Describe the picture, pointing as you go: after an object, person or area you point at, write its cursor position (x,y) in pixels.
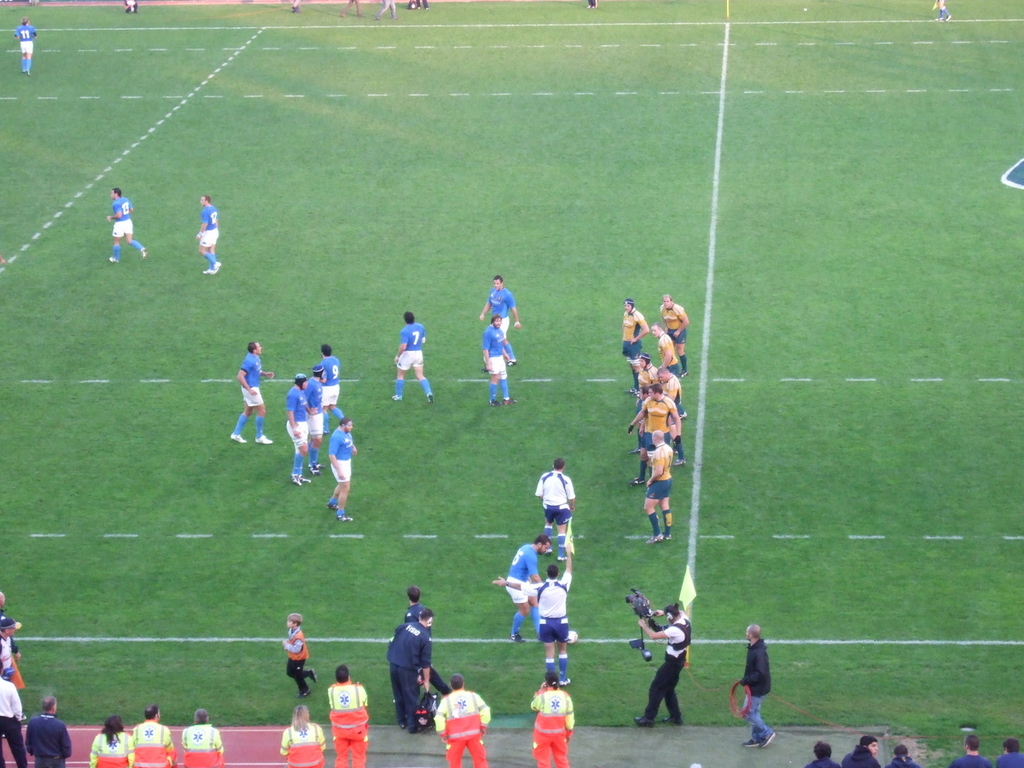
In this image we can see a few people (655,467), some of them are on the football ground (557,326), a person (672,682) is holding a video camera (638,603).
